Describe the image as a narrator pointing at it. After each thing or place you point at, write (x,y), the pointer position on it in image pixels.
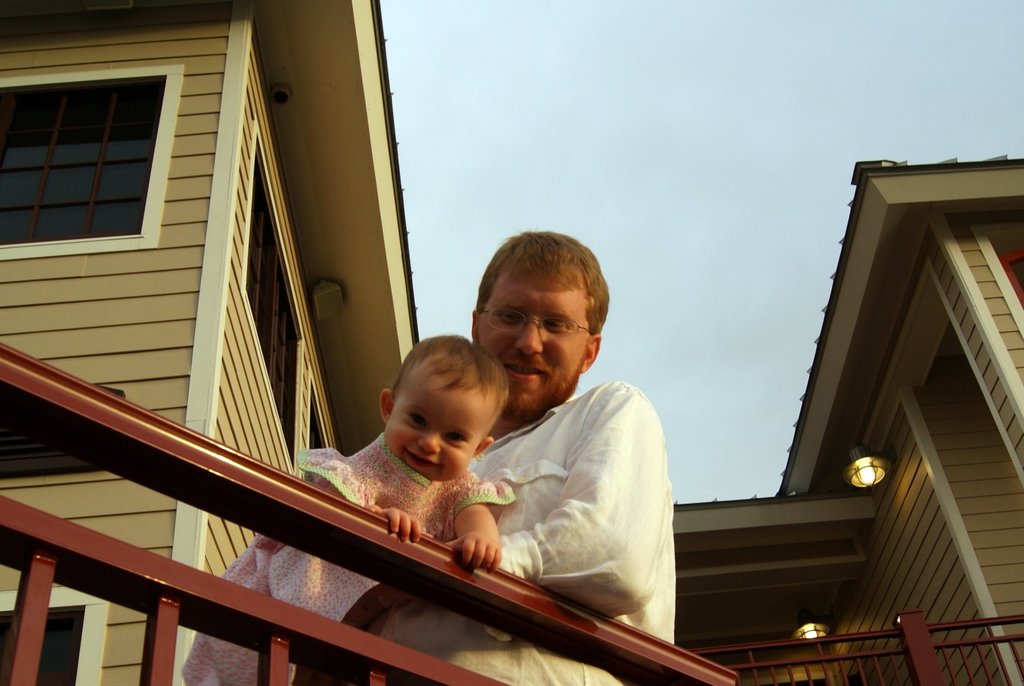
In this image we can see a man (580,455) holding a baby (424,467). There is a building (294,260), lights (852,466) and railing (943,659). In the background (741,219) there is sky (659,156).
